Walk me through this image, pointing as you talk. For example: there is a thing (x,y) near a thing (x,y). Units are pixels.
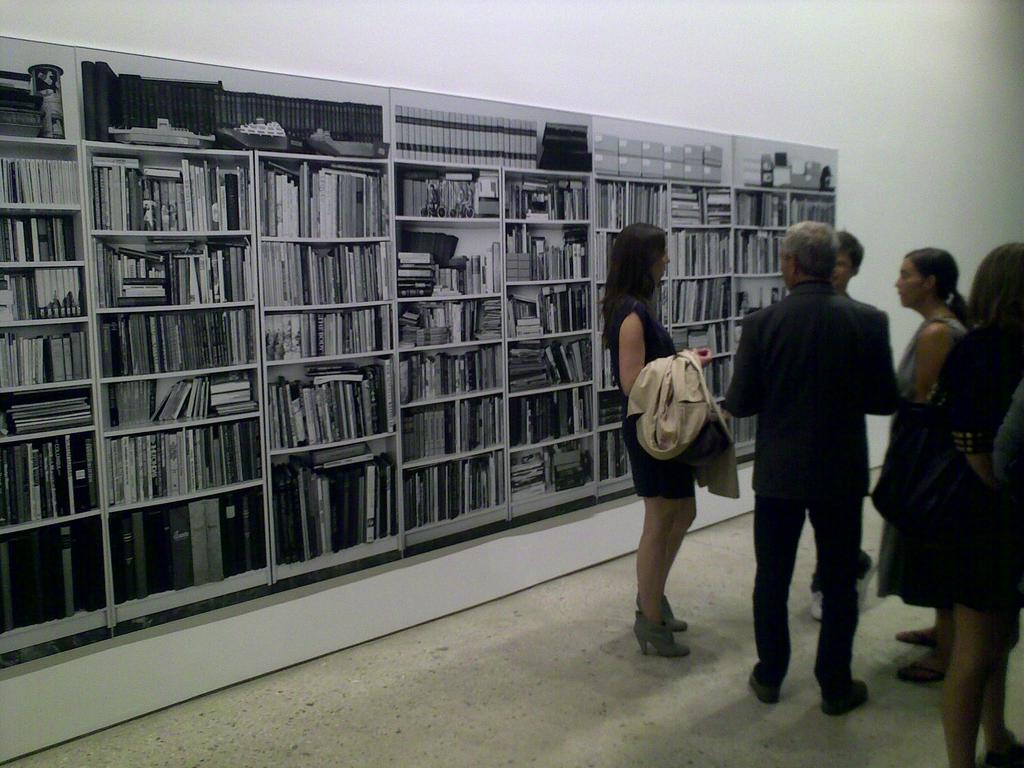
This is an inside view. On the right side (817,322), I can see few people (983,360) are standing on the floor (658,727) and discussing. One woman (643,351) is holding a jacket (688,411) in the hand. On the left side (99,333), I can see a rack (413,404) which is filled with the books (137,349).
